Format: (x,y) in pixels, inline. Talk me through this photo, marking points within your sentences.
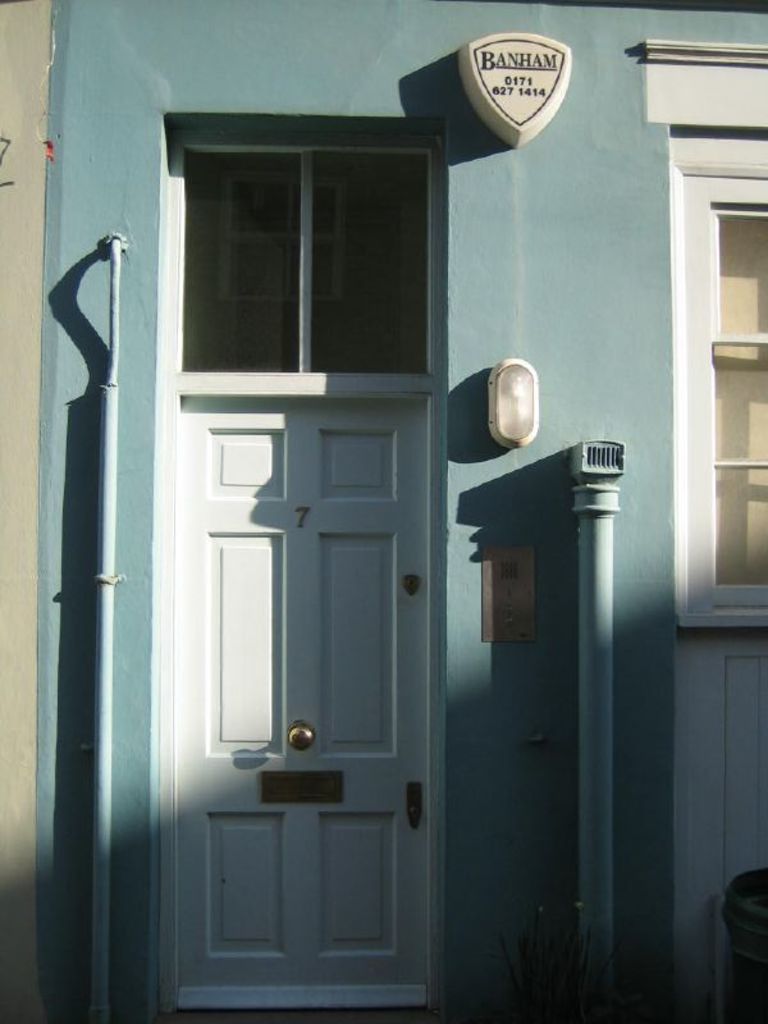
In this image I can see the wall (530,239) which is blue and cream in color, two pipes (592,735) and the white colored door (338,642). I can see the white colored object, a light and the window (690,371) which is white in color.
